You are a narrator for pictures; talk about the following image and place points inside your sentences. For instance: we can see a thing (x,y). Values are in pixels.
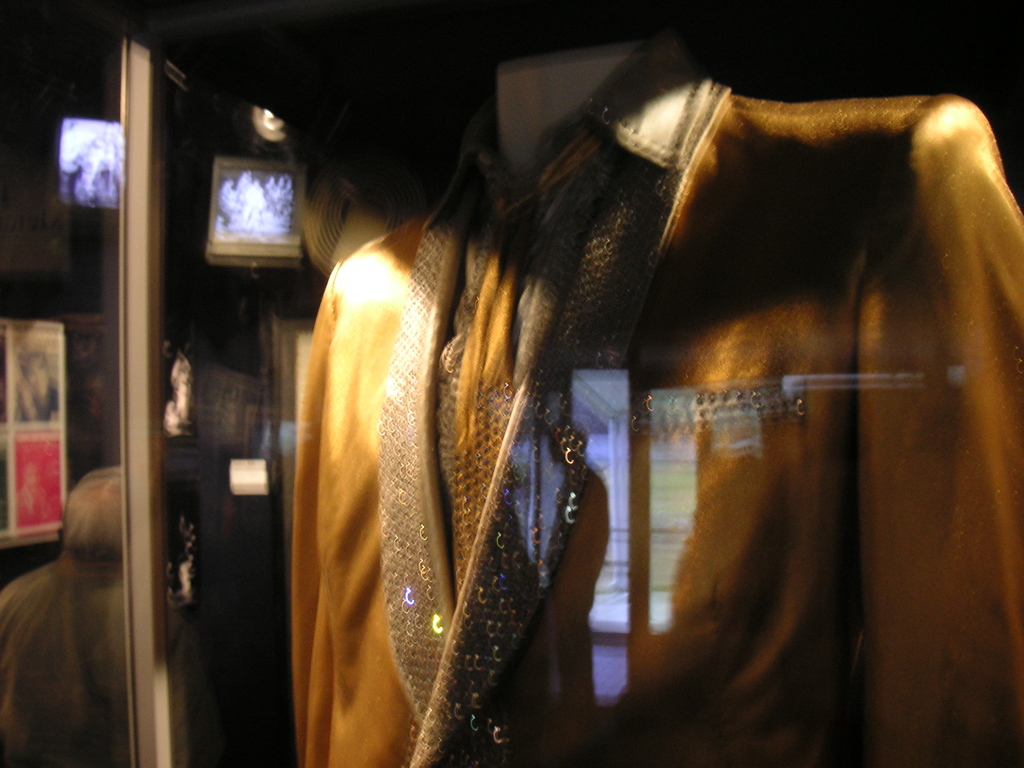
In this image we can see there is a glass (529,436) through which we can see there is a depiction (600,269) of a person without head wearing a costume (492,574), beside that there is a person (105,596), there are a few posters (42,444) and frames (169,540) are hanging on the wall (54,290) and there is a TV (253,193). The background (47,79) is dark.
